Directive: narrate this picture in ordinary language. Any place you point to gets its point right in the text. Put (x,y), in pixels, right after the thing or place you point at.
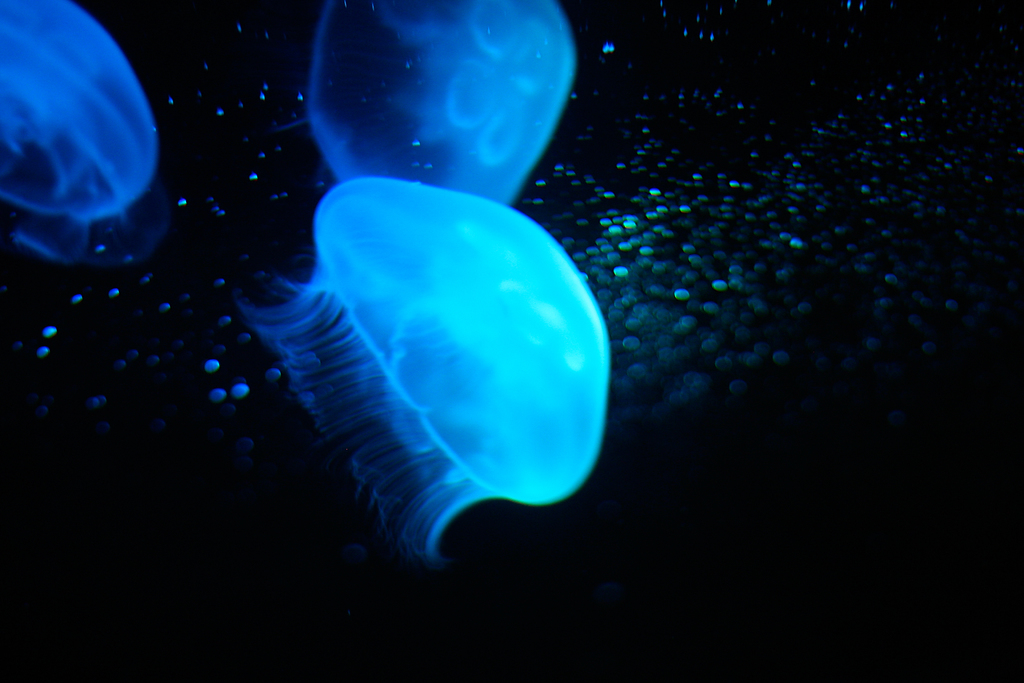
This is a zoomed picture. In the center (440,315) we can see there are some objects (452,409). In the background (706,144) there are some tiny particles (714,287) and the background of the image (17,549) is black in color.
